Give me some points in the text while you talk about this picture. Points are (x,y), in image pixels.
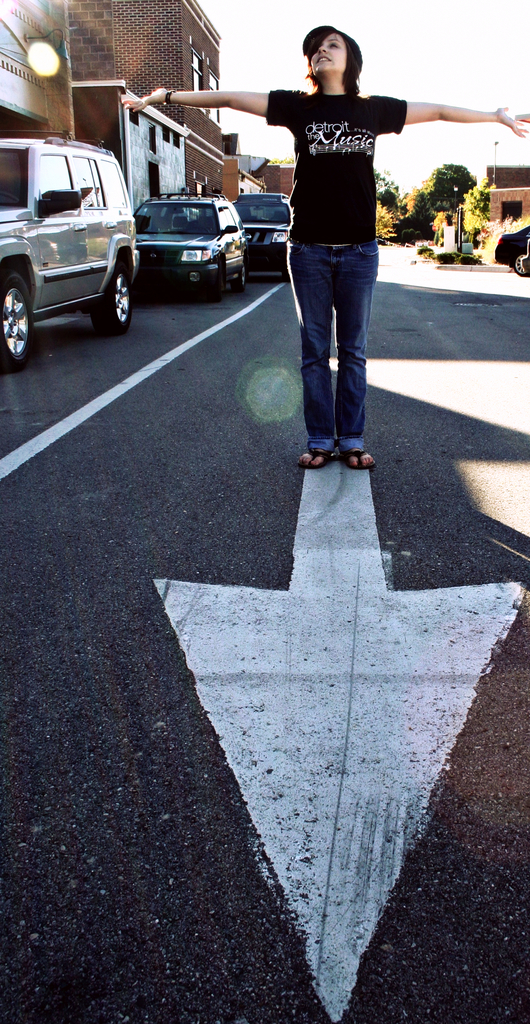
There is a person (327,218) standing and we can see cars (217,220) on the road (183,341). Background (100,139) we can see buildings (103,128), trees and sky (425,153).
